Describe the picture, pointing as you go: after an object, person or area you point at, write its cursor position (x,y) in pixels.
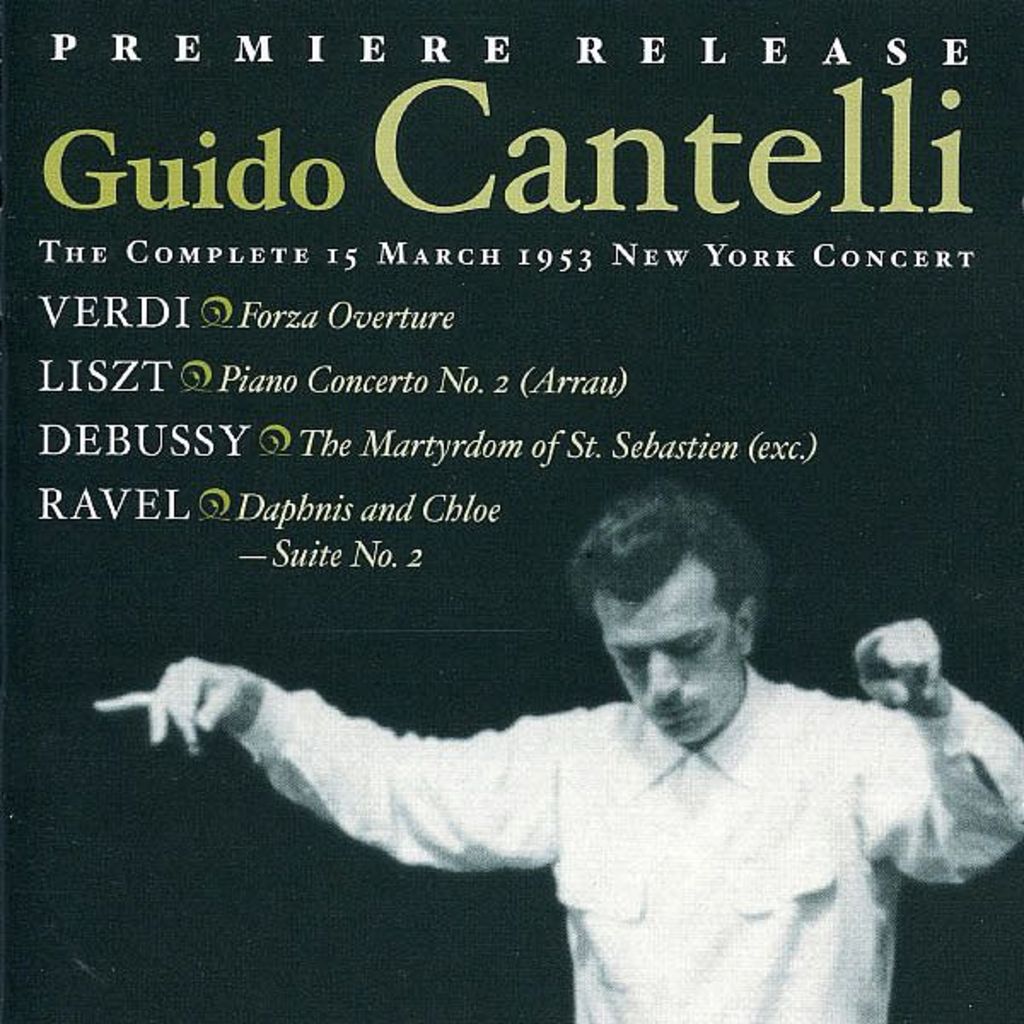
This is a poster. At the bottom of the image (664,834) we can see a man (710,842) is standing and wearing shirt (840,869). In the background of the image (694,134) we can see the text (105,244).
